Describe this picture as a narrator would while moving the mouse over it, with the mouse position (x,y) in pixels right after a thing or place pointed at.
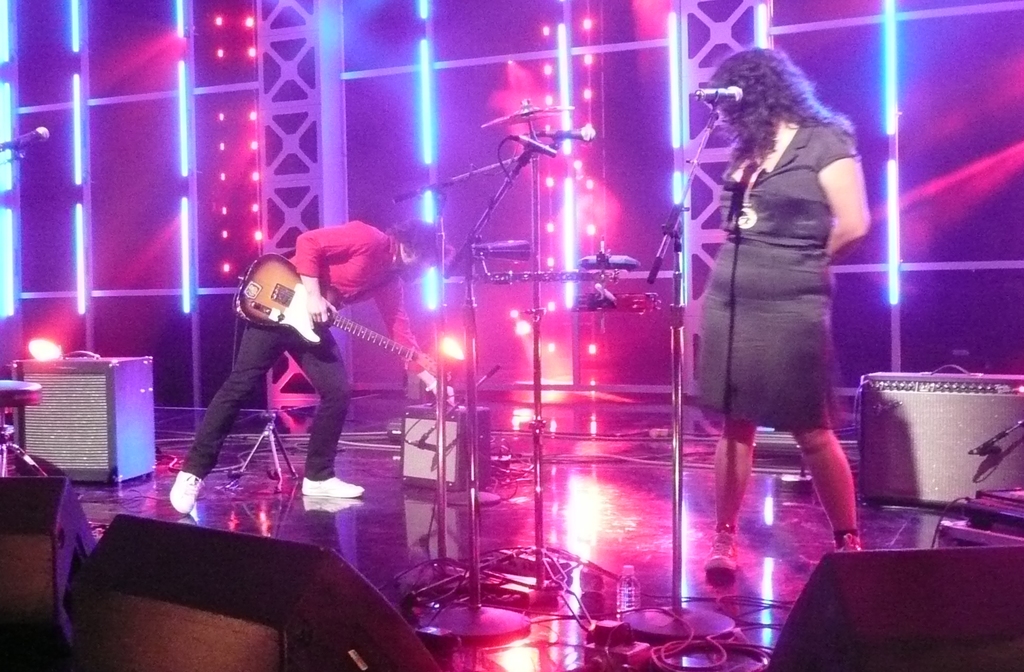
In the middle of the image (342,232) two persons (797,178) standing and there are some microphones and musical instruments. Behind them there are some lights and there are some electronic devices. Bottom of the image (11,559) there are some speakers (15,635).
